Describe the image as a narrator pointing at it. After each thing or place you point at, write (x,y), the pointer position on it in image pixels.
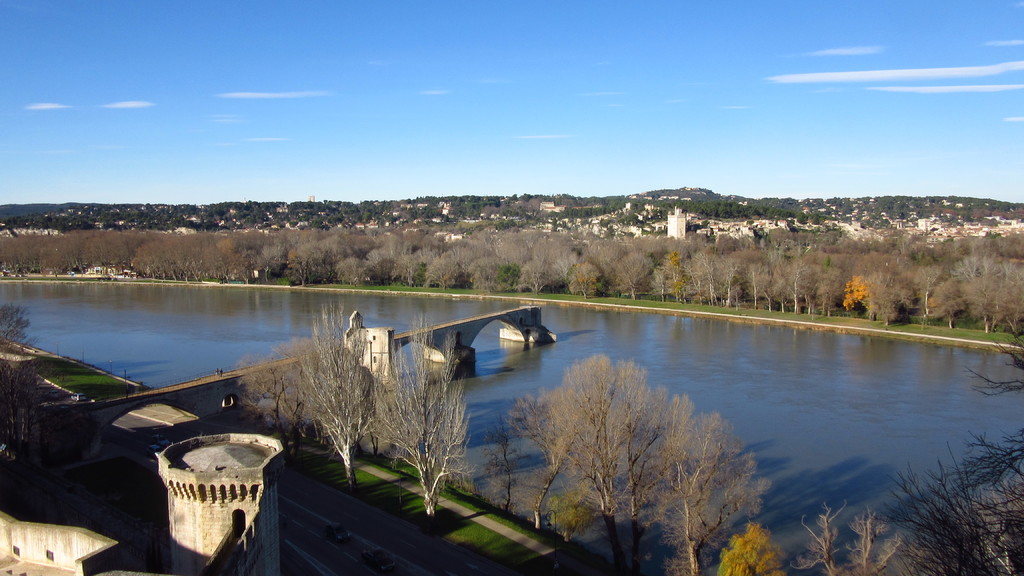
In this image we can see water (588,330), bridge (511,332), road (314,538), vehicles (382,557), trees (344,459), ancient architecture (389,339), and buildings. In the background (288,144) there is sky (668,122) with clouds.
